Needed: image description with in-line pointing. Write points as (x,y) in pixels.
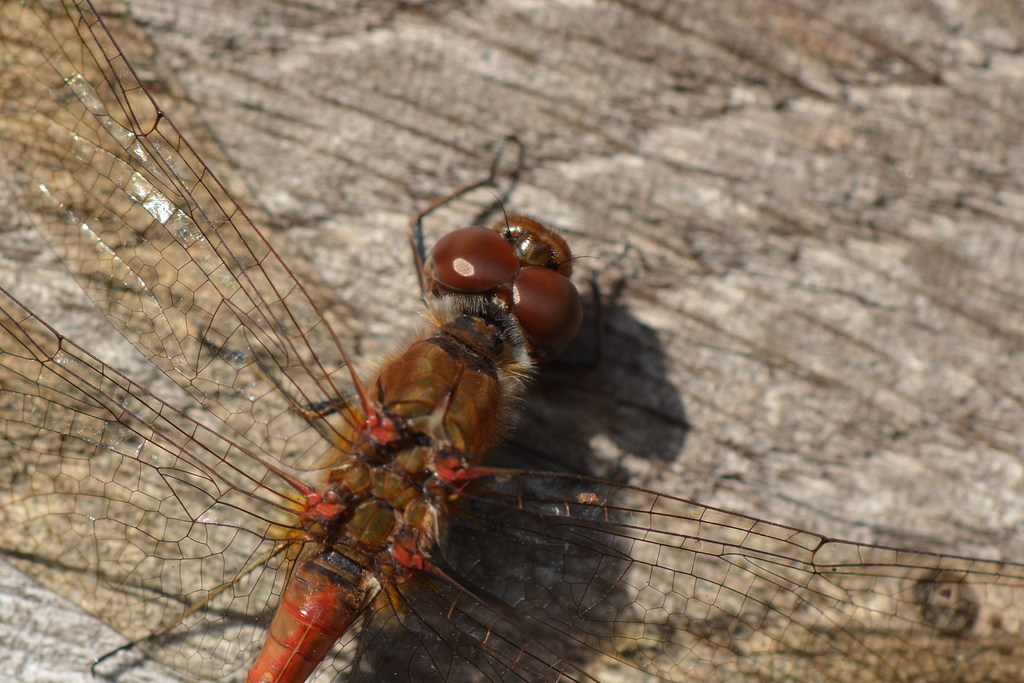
In this image we can see a dragonfly (372,550) on brown surface (736,341).
